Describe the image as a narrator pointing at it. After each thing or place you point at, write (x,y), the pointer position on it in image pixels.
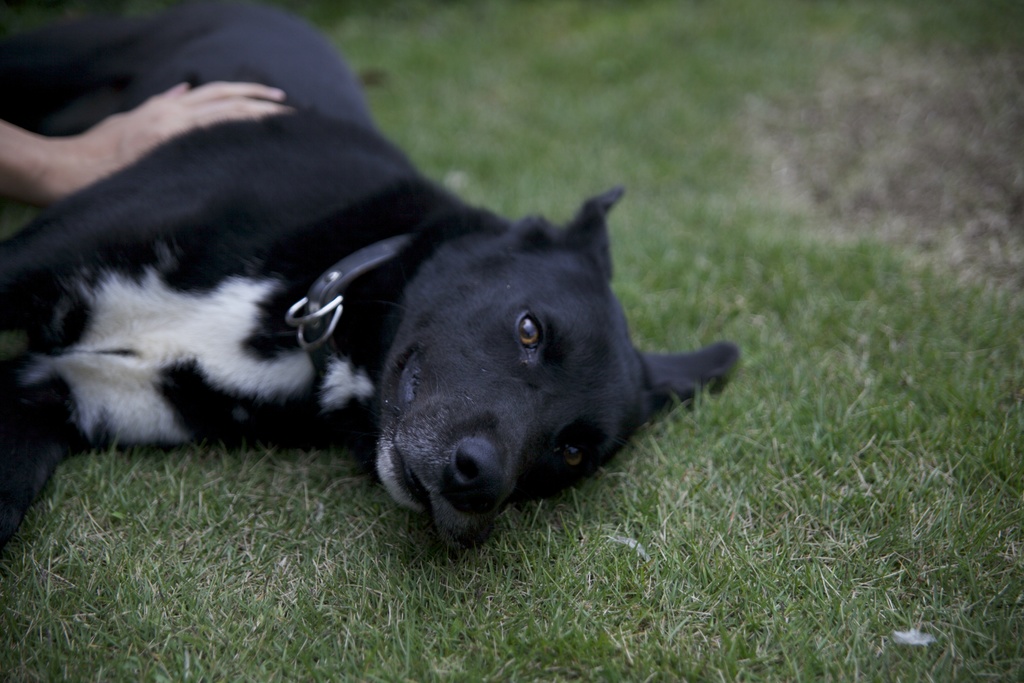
In this image we can see a dog (432,363) on the grass (248,482). At the top left corner (154,113) there is a human hand (142,119).
